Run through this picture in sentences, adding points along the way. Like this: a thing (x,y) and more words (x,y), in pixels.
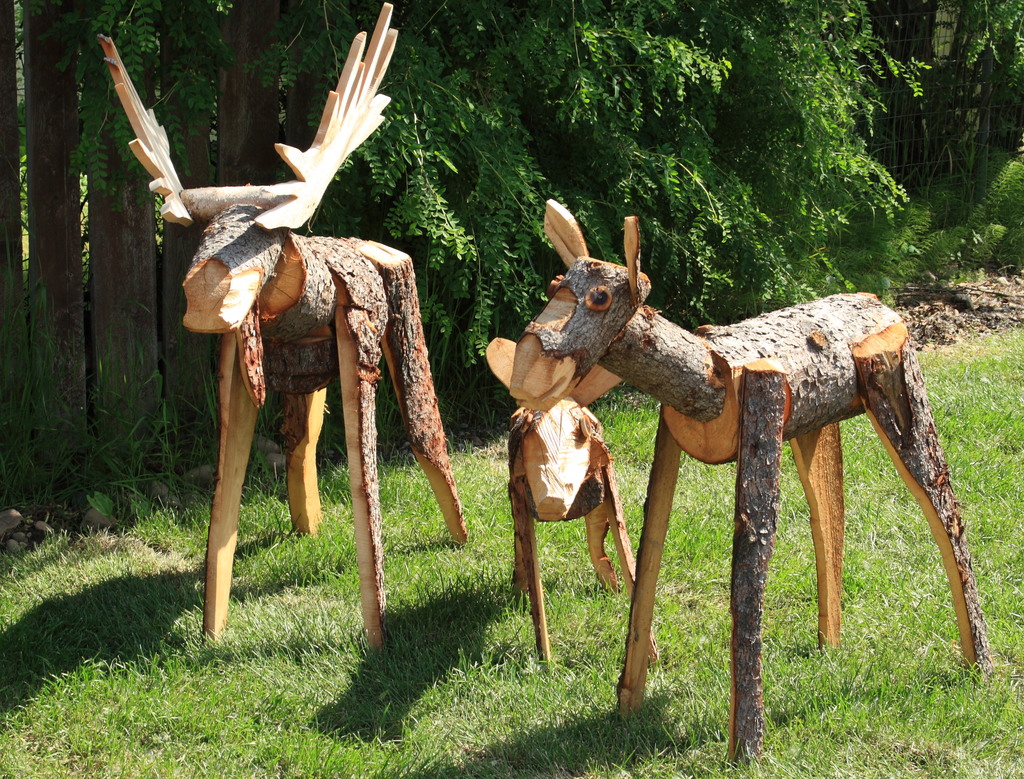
This image consists of many trees (441,138). At the bottom (390,708), there is green grass (601,760). In the front (673,474), we can see the artificial animals (403,404) made up of wood (704,448).
